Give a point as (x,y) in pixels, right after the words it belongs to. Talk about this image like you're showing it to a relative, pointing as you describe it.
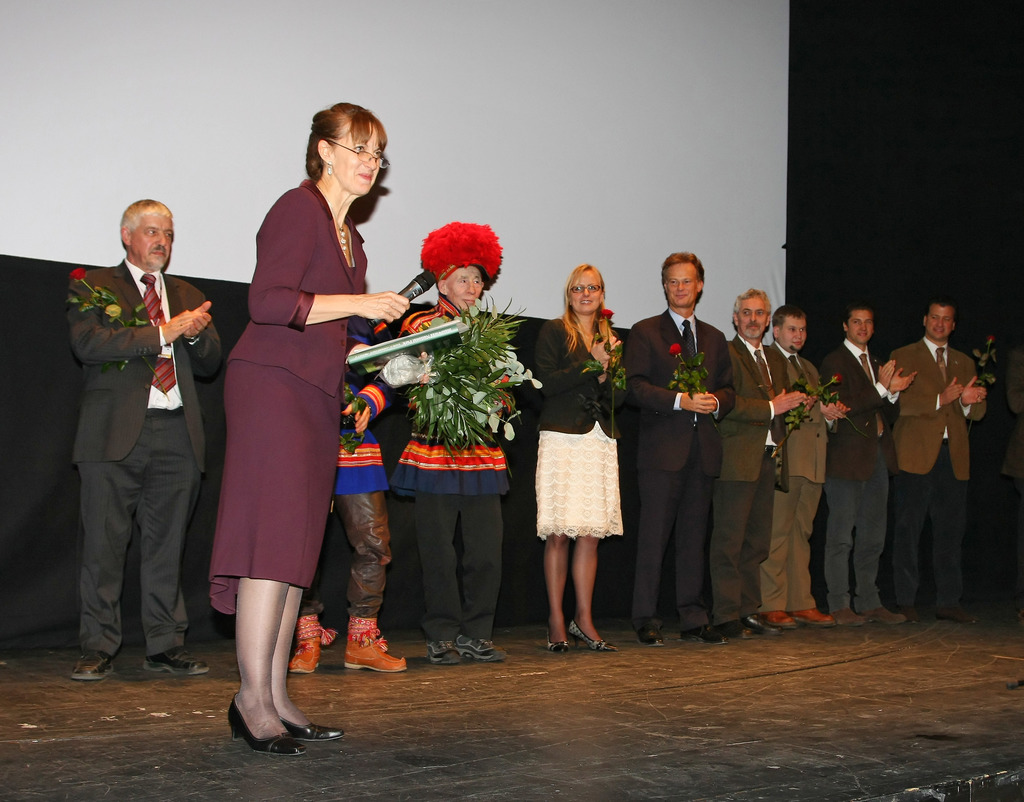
In this picture, we see a woman (339,362) is standing and she is holding a book (359,365) and a microphone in her hands (366,300). She is smiling and she is wearing the spectacles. Behind her, we see the people (595,406) are standing and they are holding the rose flowers (585,368) in their hands (806,403). Behind them, we see a projector screen (432,129) and a sheet (788,280) in black color. At the bottom (517,792), we see the stage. On the right side (863,228), it is black in color.
